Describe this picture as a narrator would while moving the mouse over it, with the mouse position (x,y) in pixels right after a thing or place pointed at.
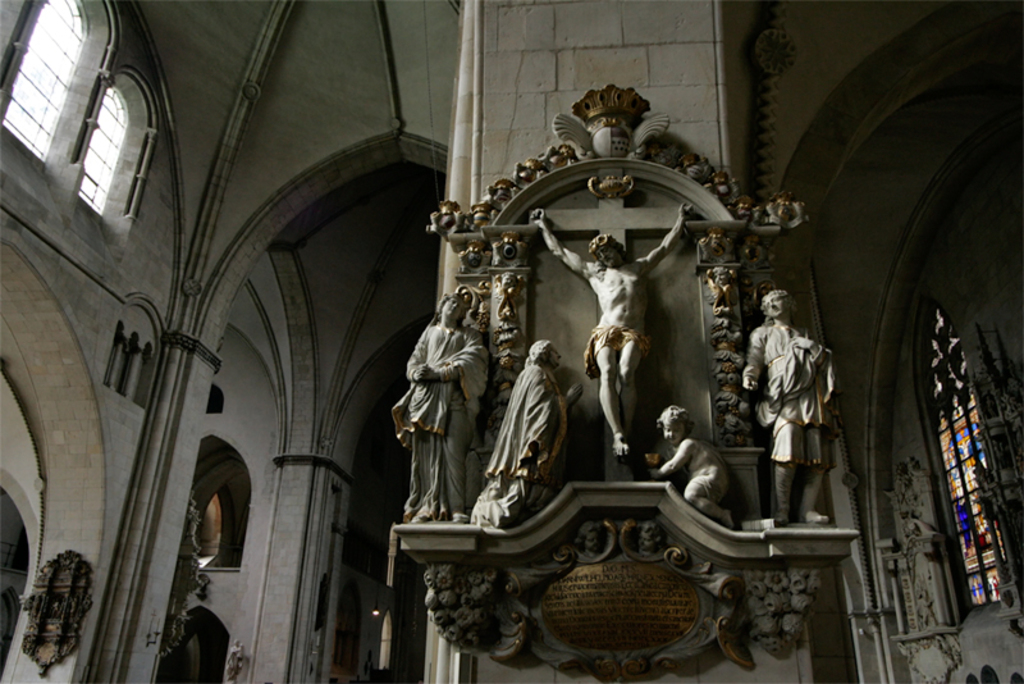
In this image we can see statues (631,313) on a platform (612,640) on the wall (531,667) and at the bottom (576,631) there are texts (557,629) written on the platform (584,653). In the background (217,513) we can see windows (24,115), objects (49,620) on the wall (61,665) and a light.
